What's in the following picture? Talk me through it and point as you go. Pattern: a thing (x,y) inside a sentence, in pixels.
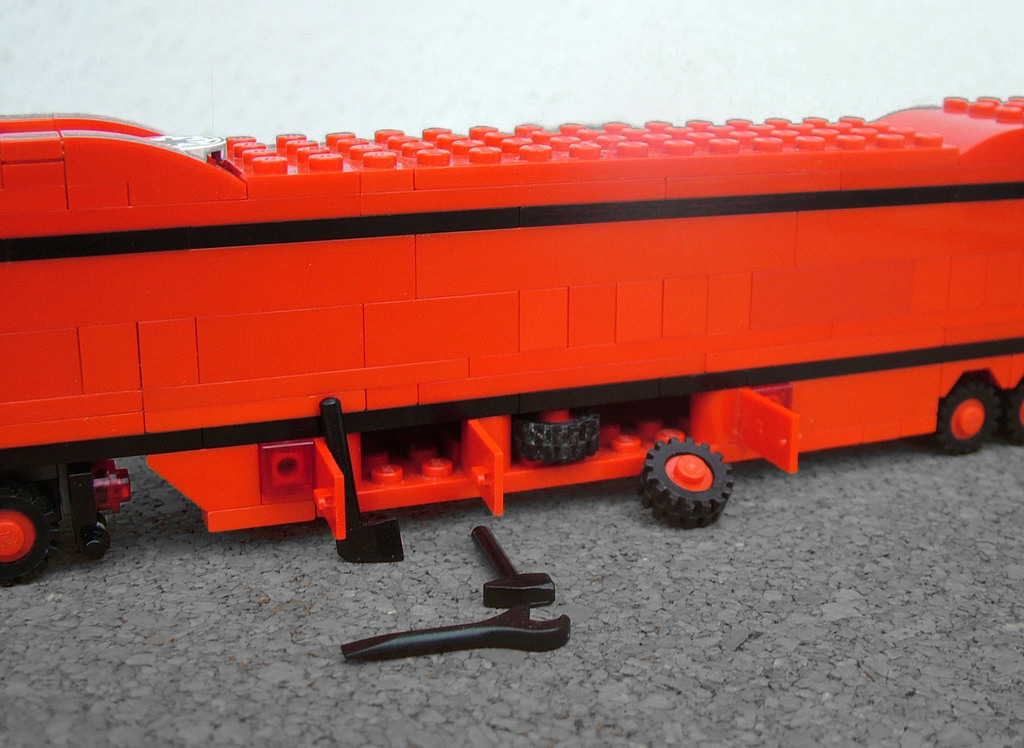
In this image there is a vehicle toy (403,326) on the floor (608,665) having some tool toys (494,619) and tires (678,481) on it. Background there is wall (136,81).
